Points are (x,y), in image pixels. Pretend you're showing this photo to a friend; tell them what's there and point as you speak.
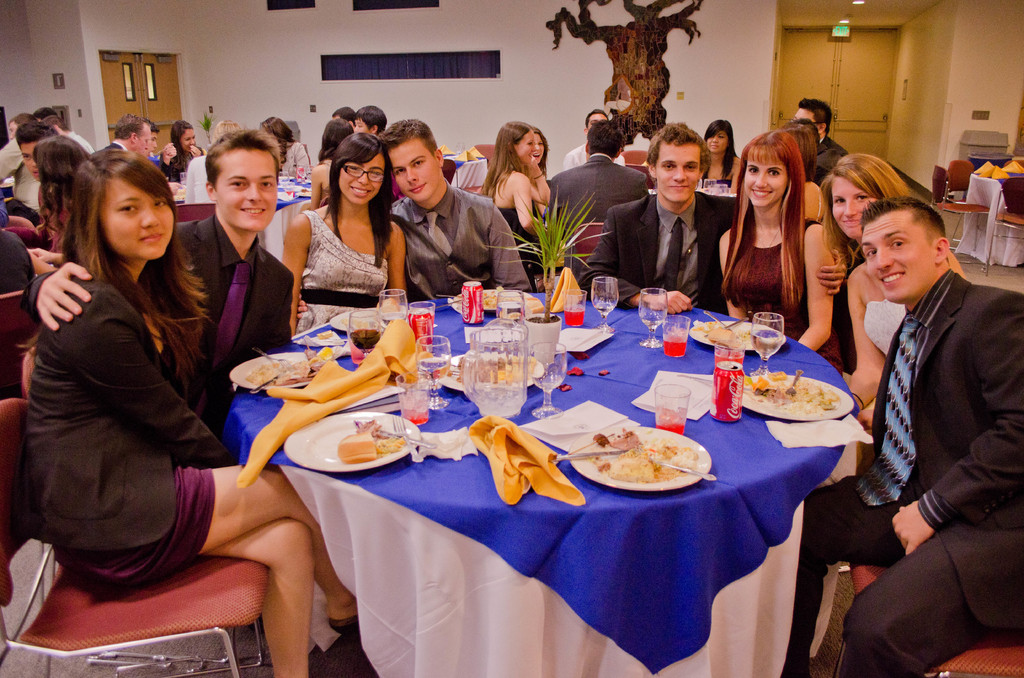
Group of people (487,241) are sat on the red color chair (260,614). Here we can see so many tables (598,496). There are few items (556,373) are placed on it. Here and here. The back side, we can see white color wall (534,104) cream color doors (150,90). Here there is a painting (630,44). There is a sign (841,33) here.
